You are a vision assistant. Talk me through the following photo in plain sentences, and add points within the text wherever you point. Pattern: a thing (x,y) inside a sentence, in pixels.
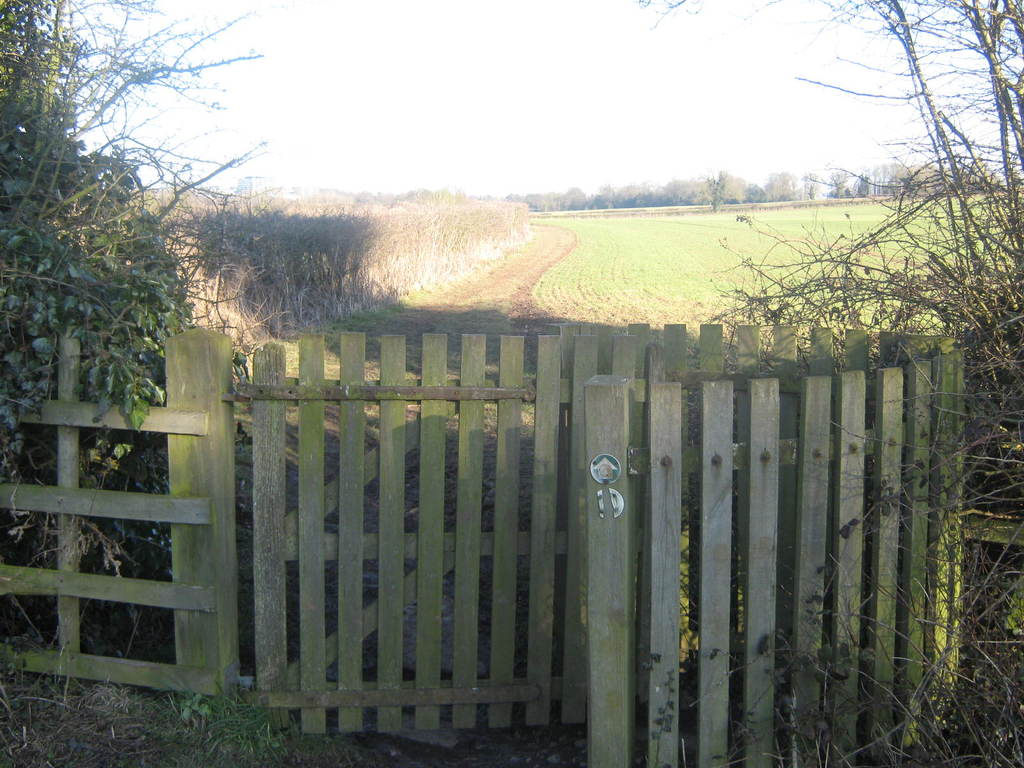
In this picture we can see the wooden gate (344,442) in the front side (436,660). Behind there is a agriculture grass field (659,295). On the left side (292,276) there is some dry wheat plants (307,268). In the background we can see some trees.
